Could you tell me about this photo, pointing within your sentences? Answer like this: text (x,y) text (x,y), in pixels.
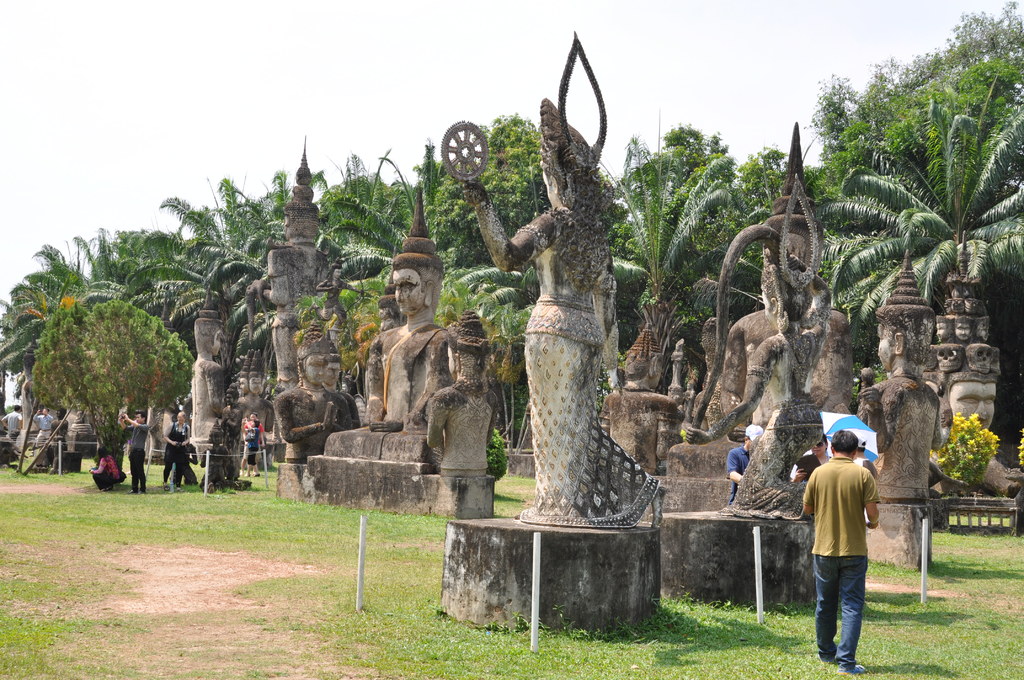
In this image we can see few statues (475,381) and people (140,459) standing on the ground (260,481), there are few rods (924,540), an umbrella (848,430) and there are few trees (520,209) and the sky (622,95) in the background (679,133).
